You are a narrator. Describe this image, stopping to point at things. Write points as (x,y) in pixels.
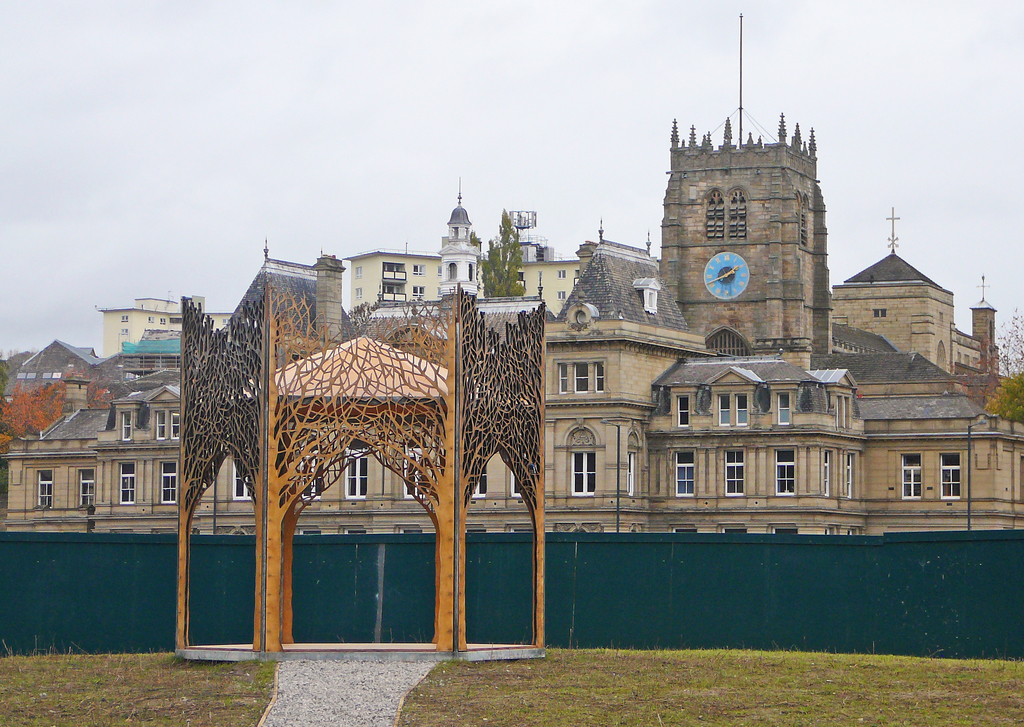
This picture is clicked outside. In the foreground (603,706) we can see the green grass (537,679) and an object (387,433) placed on the ground (503,667). In the background (650,493) there is a sky (310,116), buildings (765,368) and a tower (777,260) and we can see the blue color clock (723,274) hanging on the wall (764,236) of a tower (764,236) and we can see the trees (512,257).
